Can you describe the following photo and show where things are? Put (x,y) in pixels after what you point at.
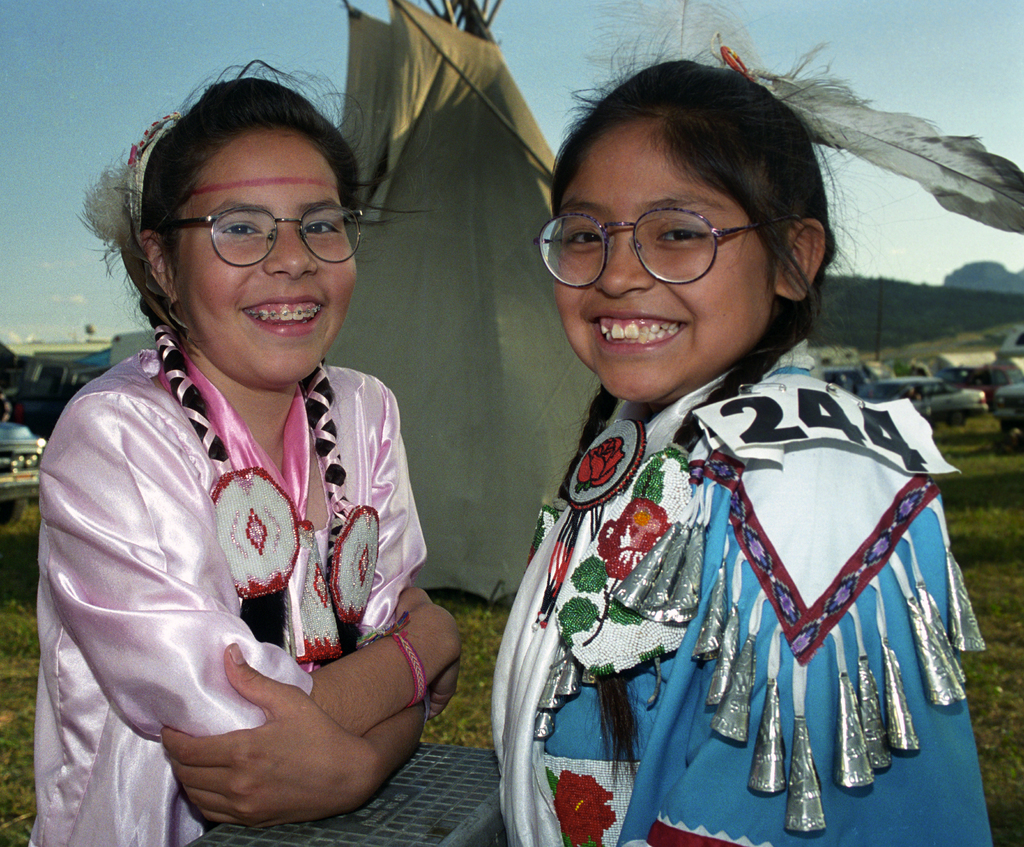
On the left side (166,631), there is a girl (158,479), wearing a spectacle (314,234), smiling and standing. On the right side (910,723), there is another girl (718,115) in a blue color dress (718,726), wearing a spectacle (667,230), smiling and standing. In the background (446,498), there are vehicles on the ground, there is a white colored cloth (463,291), there are mountains (958,277) and there are clouds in the blue sky (64,70).
